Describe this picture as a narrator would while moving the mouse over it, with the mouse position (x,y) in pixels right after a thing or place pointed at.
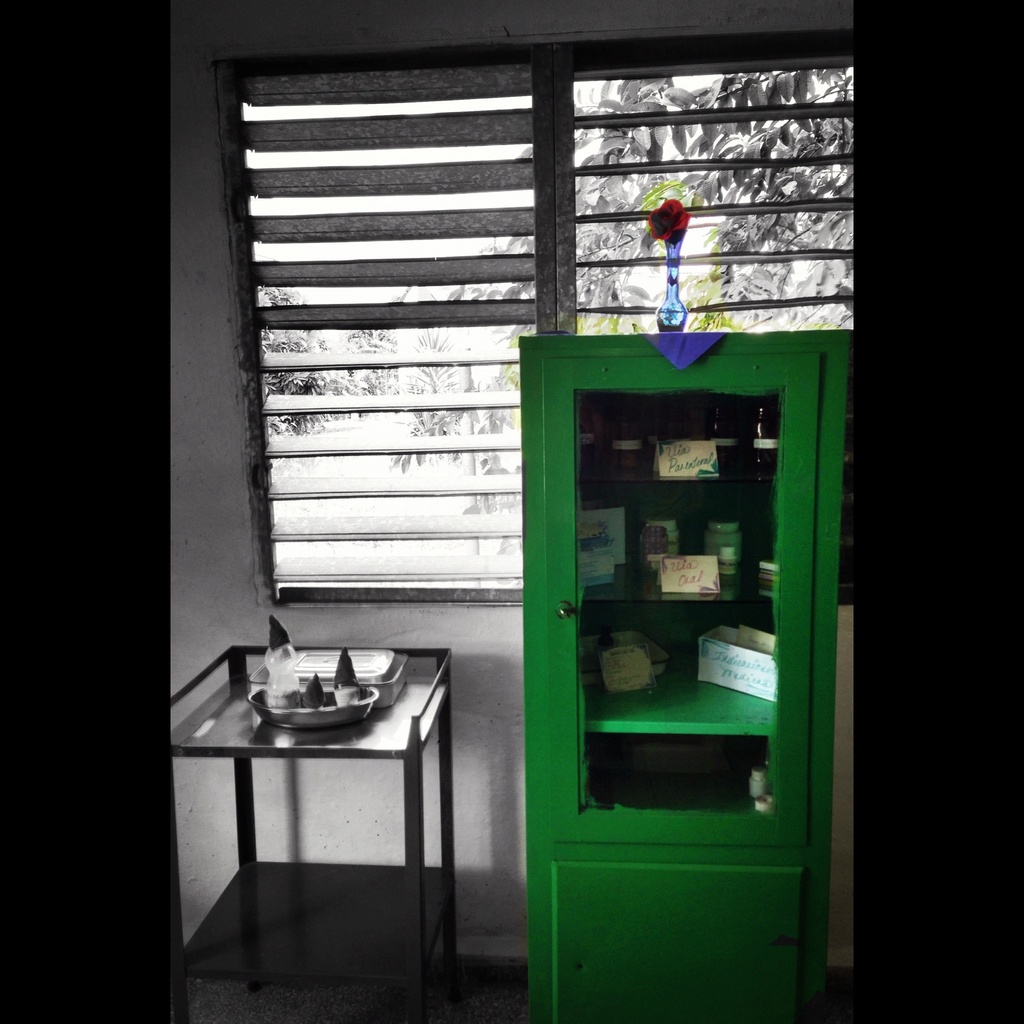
This looks like an edited image. I can see a window (509,254). This is a table (421,723) with few objects (342,691) on it. This is a kind of a wardrobe (793,815), which is green in color. I can see few objects (674,764) inside the wardrobe (690,694). This is a flower vase (683,327), which is placed on the wardrobe (727,699). I can see the trees (728,152) through the window (644,195).
